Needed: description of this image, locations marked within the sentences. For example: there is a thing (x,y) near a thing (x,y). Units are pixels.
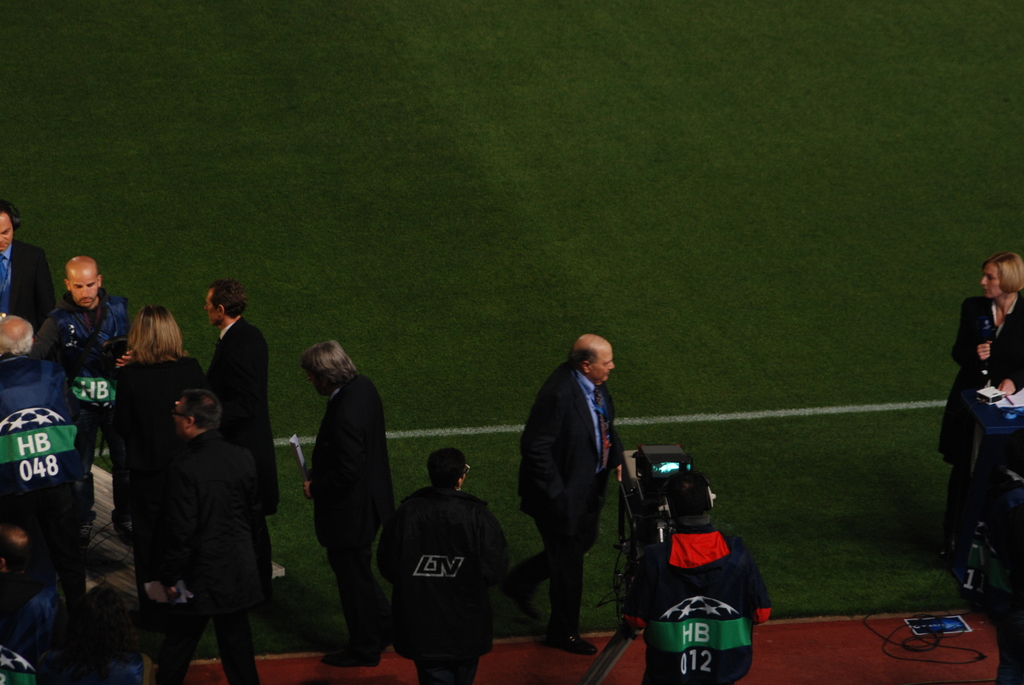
On the left side (30,312), there are persons (200,610) on the ground (721,374). On the right side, there is a person (532,425) in a suit (580,430), walking. Beside him, there is a person (696,548) holding a camera (648,524) which is on a stand (620,638). And there are other two persons (975,334) on the ground (890,555), on which there is a white color line (828,409) and there is grass (866,338).
